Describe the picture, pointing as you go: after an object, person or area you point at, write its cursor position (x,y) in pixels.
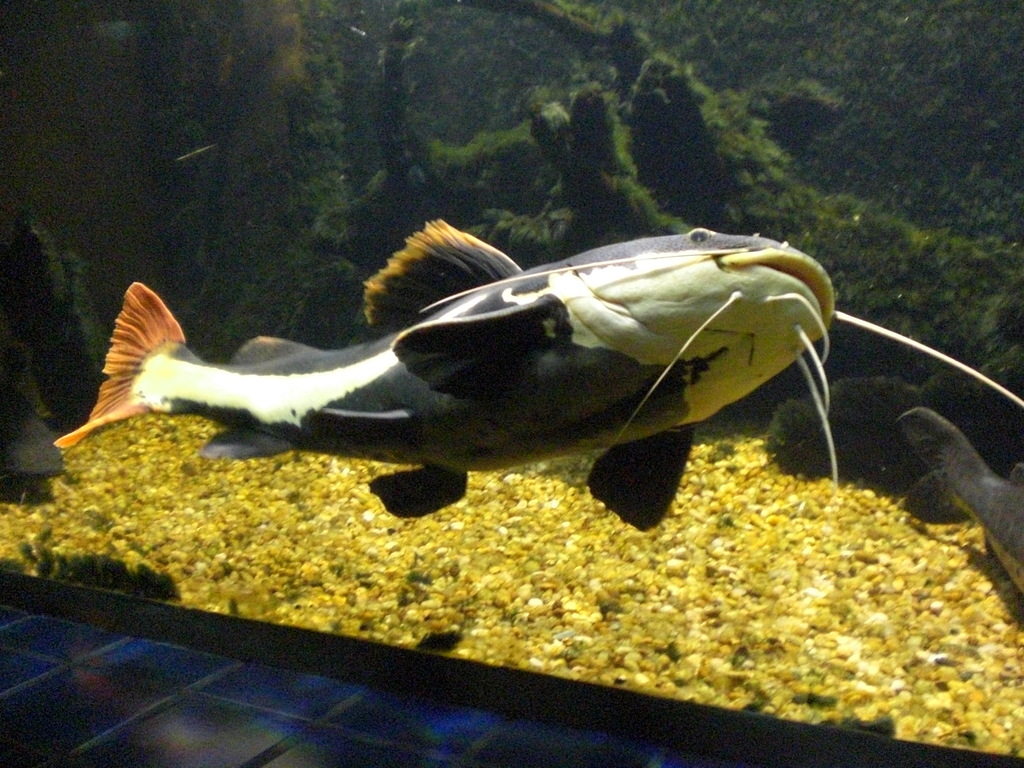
In this picture there is a big fish (766,282) in the center of the image (609,314) and there is another fish (1022,506) on the right side of the image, there are pebbles (50,517) and plants (42,571) inside the aquarium (368,226).
